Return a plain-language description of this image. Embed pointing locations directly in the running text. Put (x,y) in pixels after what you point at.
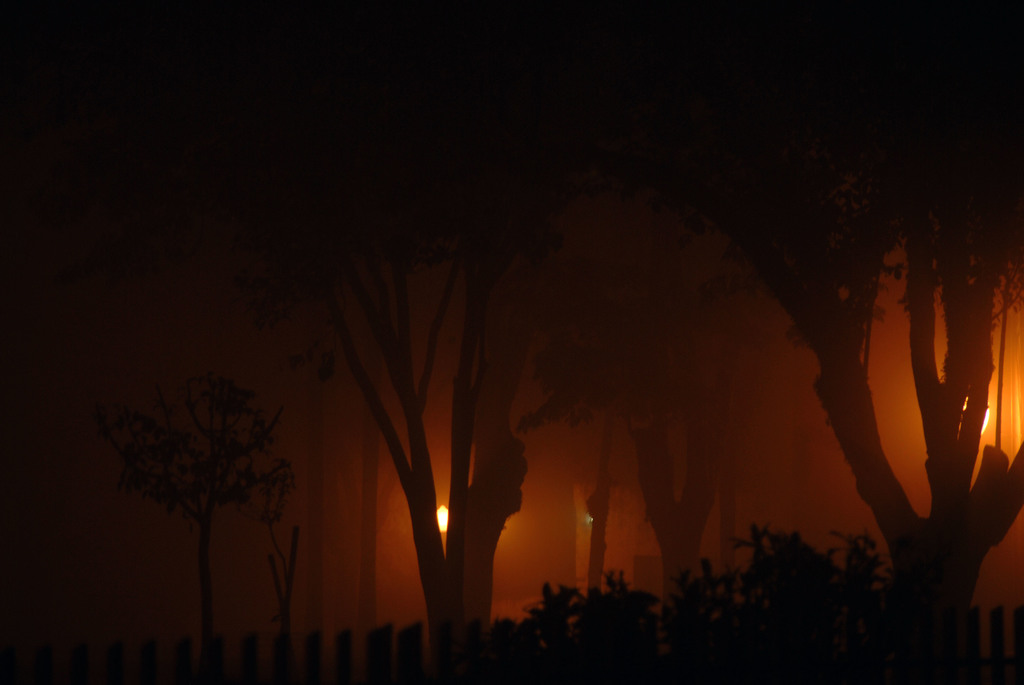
In this picture I can see trees (484,447), plants (666,672) and lights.
